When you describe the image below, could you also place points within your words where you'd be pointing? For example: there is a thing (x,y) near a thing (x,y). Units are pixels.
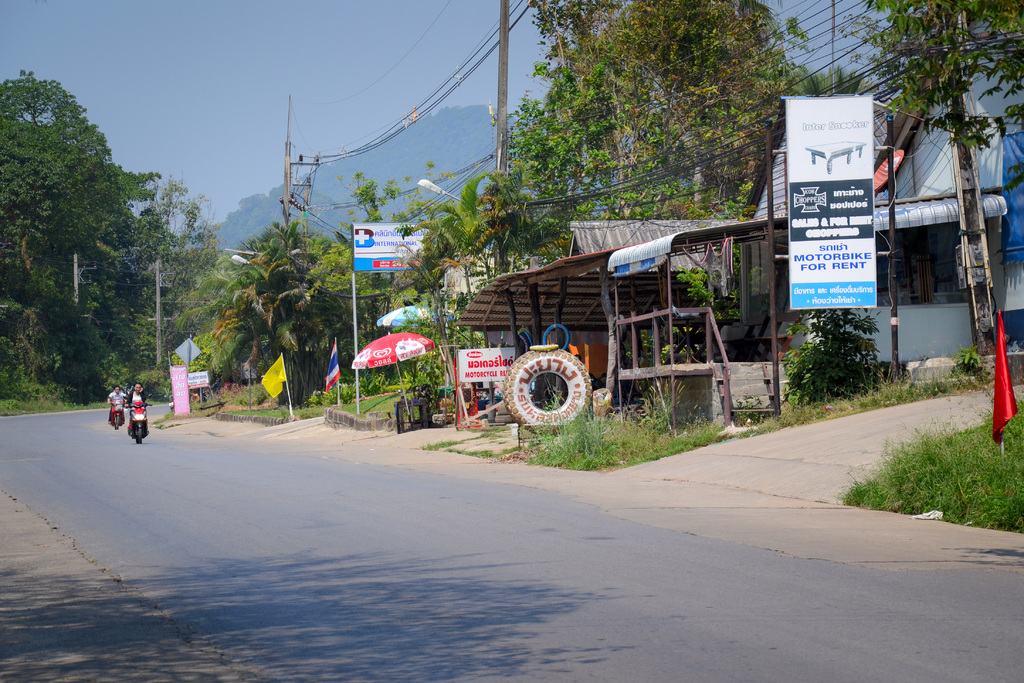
In this picture we can see two people (111,417) on the vehicles (143,417) visible on the road (153,445). Some grass (980,506) is visible on the ground (964,453). There are a few flags (1002,406), a tube (513,377), some text (512,363) on the boards (805,149), an umbrella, trees (289,323), poles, wires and other things (424,133) in the background (393,153). We can see the sky (368,29) on top of the picture (537,35). There is a building (932,233) visible on the right side (938,197).
